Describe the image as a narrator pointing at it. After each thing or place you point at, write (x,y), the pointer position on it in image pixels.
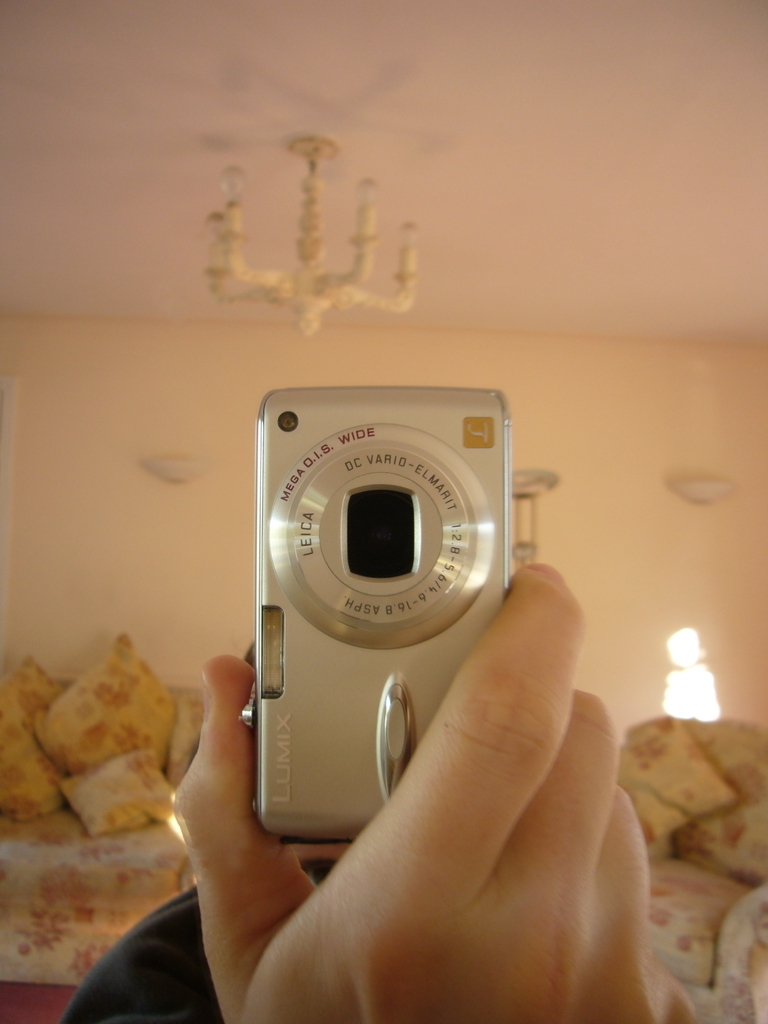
In this picture I can see a hand (526,760) of a person (535,735) holding a camera (320,502), there are pillows (766,775), there is a chair (718,1019), couch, chandelier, and in the background (643,585) there is a wall (737,438).
